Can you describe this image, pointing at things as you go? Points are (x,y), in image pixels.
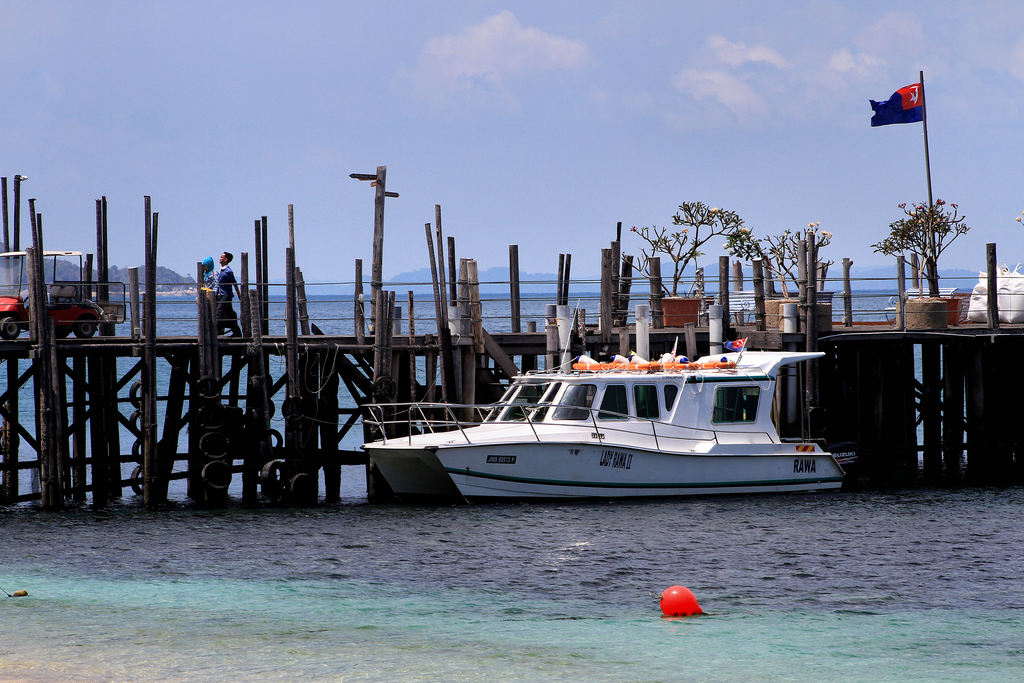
As we can see in the image there is water (518,640), boat (657,401), flag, plants (911,253), bridge (874,457), a person (237,324) walking over here, vehicle (97,311), sky (255,125) and clouds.
